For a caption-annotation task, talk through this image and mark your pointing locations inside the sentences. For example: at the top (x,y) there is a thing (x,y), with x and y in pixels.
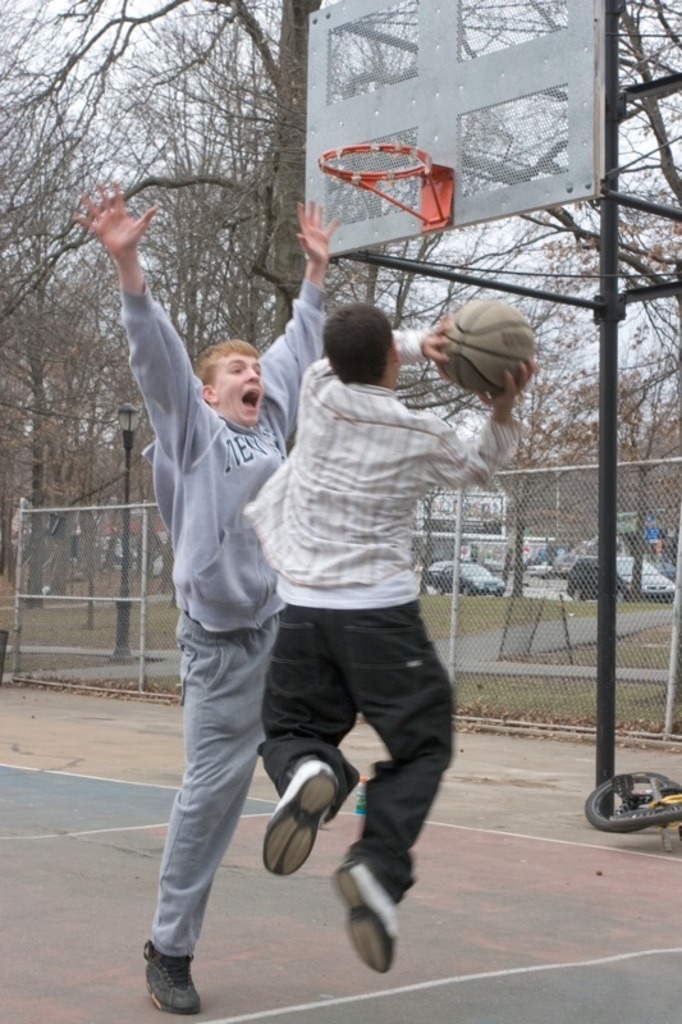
In this picture there are two boys (178,353) in the center of the image (417,405), they are playing basketball and there are trees (267,260) and cars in the background area of the image (459,584).
